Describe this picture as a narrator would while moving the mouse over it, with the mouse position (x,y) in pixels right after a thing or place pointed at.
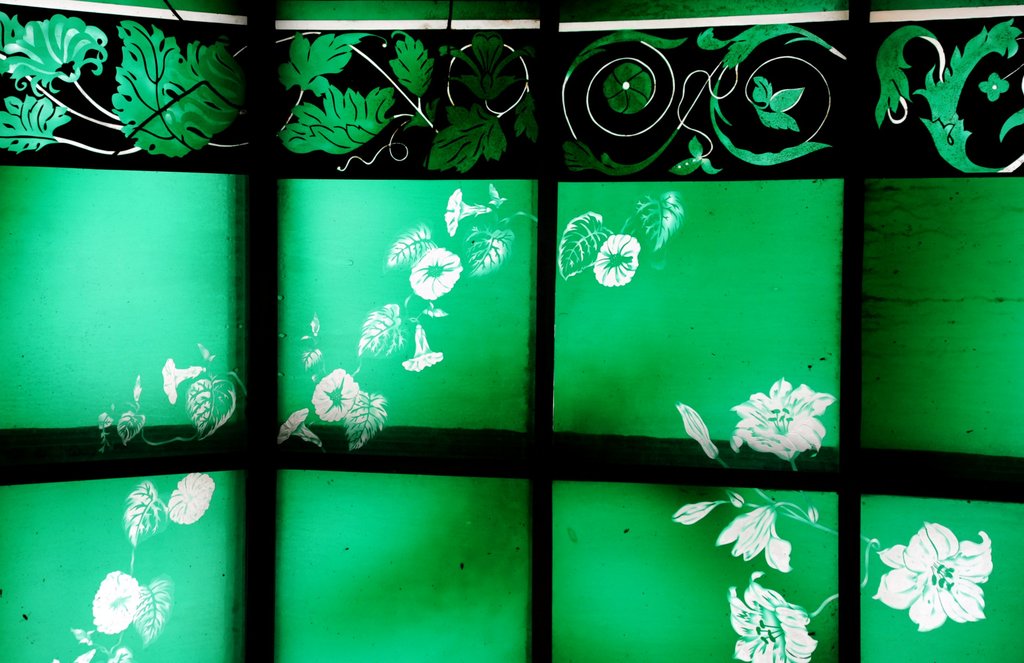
In the image we can see a glass wall (886,223).
